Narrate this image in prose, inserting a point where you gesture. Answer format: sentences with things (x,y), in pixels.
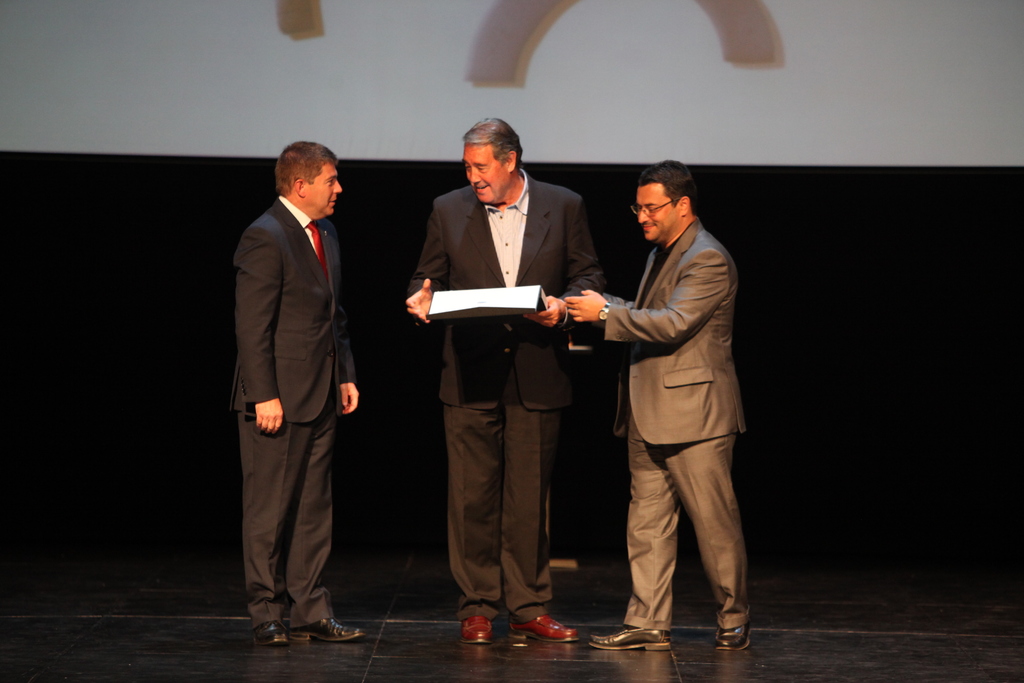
In this image in the center (665,364) there are three persons (733,314) who are standing and one person (559,355) is holding a paper (491,293), in the background (883,314) there is screen (520,98) and curtain (175,373). At the bottom (454,645) there is floor (518,645).
